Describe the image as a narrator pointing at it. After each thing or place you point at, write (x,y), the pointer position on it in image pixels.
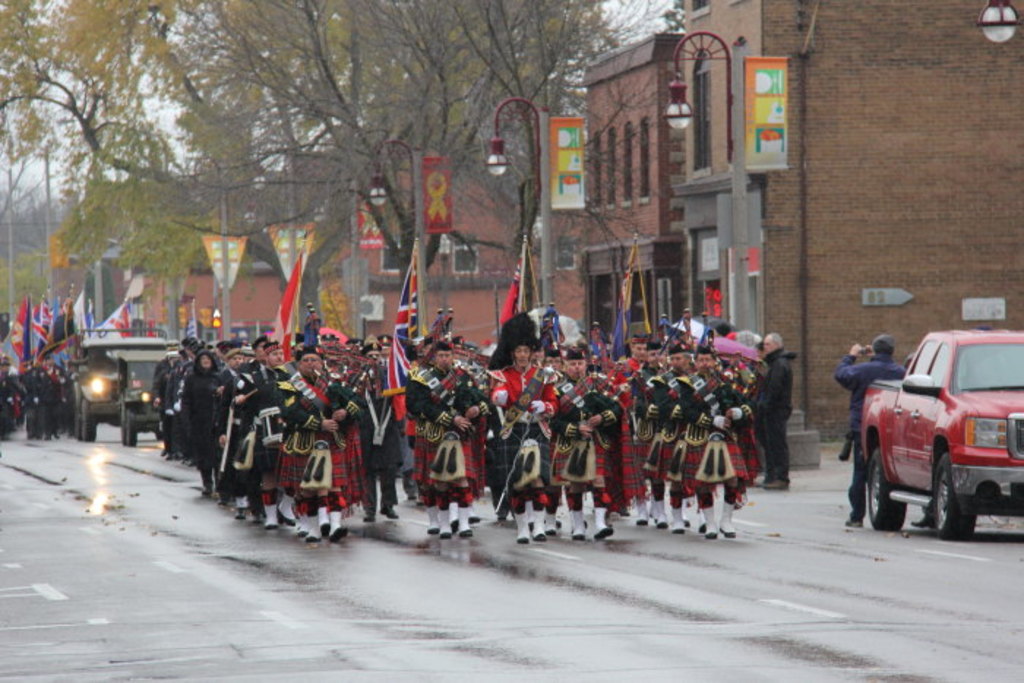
In this image we can see people (320,410) wearing uniforms (607,443) and marching on the road (391,591). They are playing musical instruments (700,411) and holding flags (288,337). We can see vehicles (909,403). The man (873,367) standing on the right (873,382) is holding a camera (861,347). In the background (767,126) there are boards (566,160), poles (736,105), lights (683,115), trees (491,102), buildings (643,220) and sky (171,84).
